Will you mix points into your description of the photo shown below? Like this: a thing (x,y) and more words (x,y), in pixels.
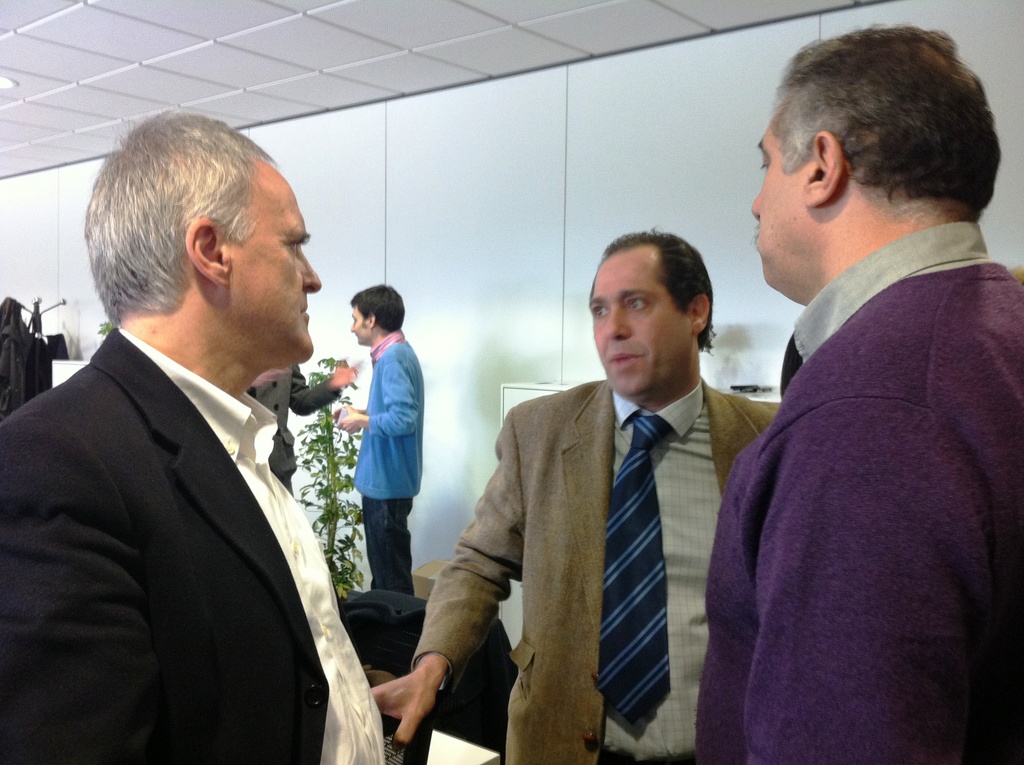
In this image there are a few people (545,460) standing and there is a chair (460,707), table (437,745), a plant (343,457) and there is a hoodie (25,352) hanging on the rack (37,315). In the background (500,147) there is a wall (574,119). At the top of the image (263,67) there is a ceiling (182,63).
